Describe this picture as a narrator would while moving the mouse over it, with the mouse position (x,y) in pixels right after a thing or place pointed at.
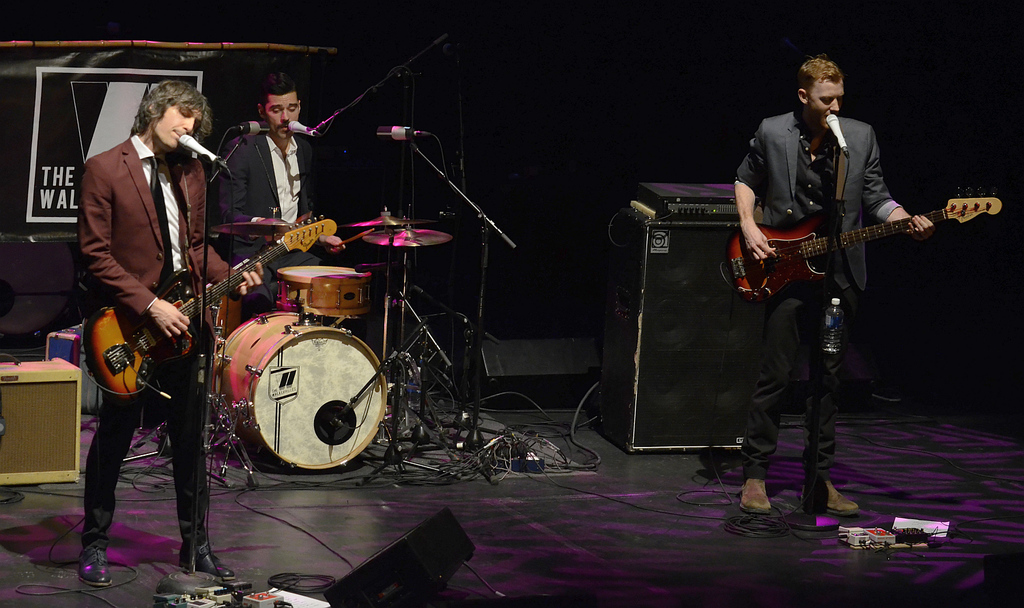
In this image there are three persons (260,173). The person (797,288) to the right side (812,226) is playing the guitar (775,260) while singing with the mic (835,131). The person (95,222) the left side (102,211) is also playing the guitar (163,352) and singing and the person (309,192) at the back side (300,188) is beating the drums (326,276) and singing with the mic (295,127) which is in front of him. At the back side (226,109) there is a banner (55,87).
